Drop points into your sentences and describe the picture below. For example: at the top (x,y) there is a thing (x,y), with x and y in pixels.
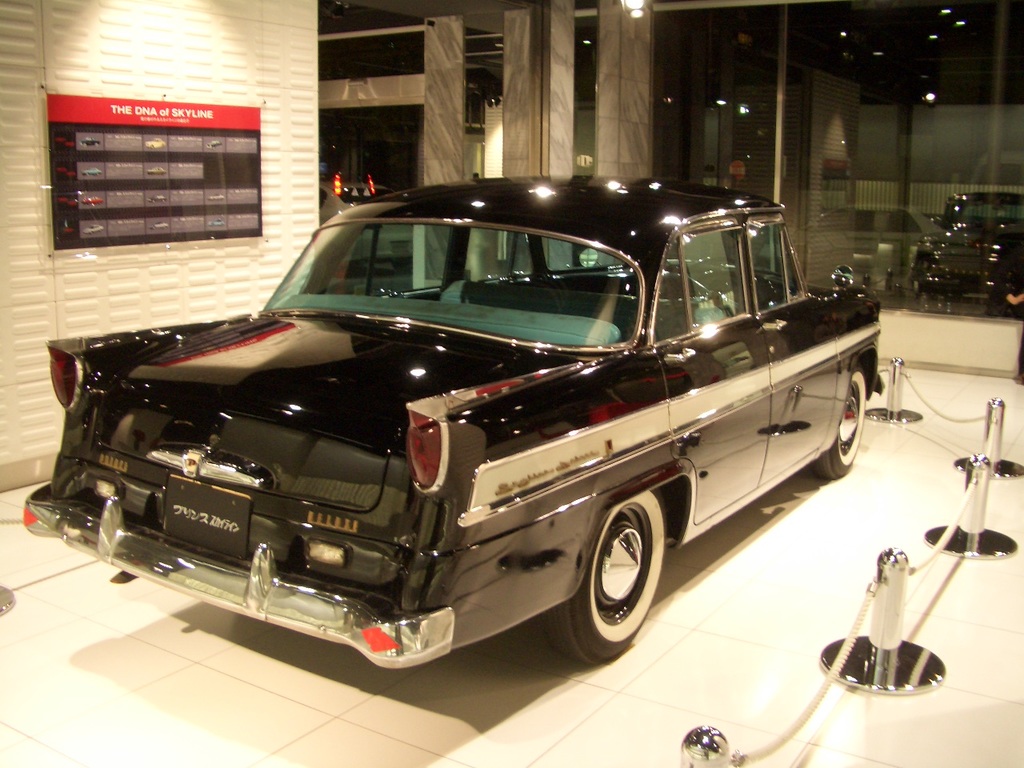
In this image I can see the car (493,269), stainless steel (989,454) with chain (850,644), there is a glass window (860,106), there is a written text (102,215) on the board (108,211) and a few lights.
